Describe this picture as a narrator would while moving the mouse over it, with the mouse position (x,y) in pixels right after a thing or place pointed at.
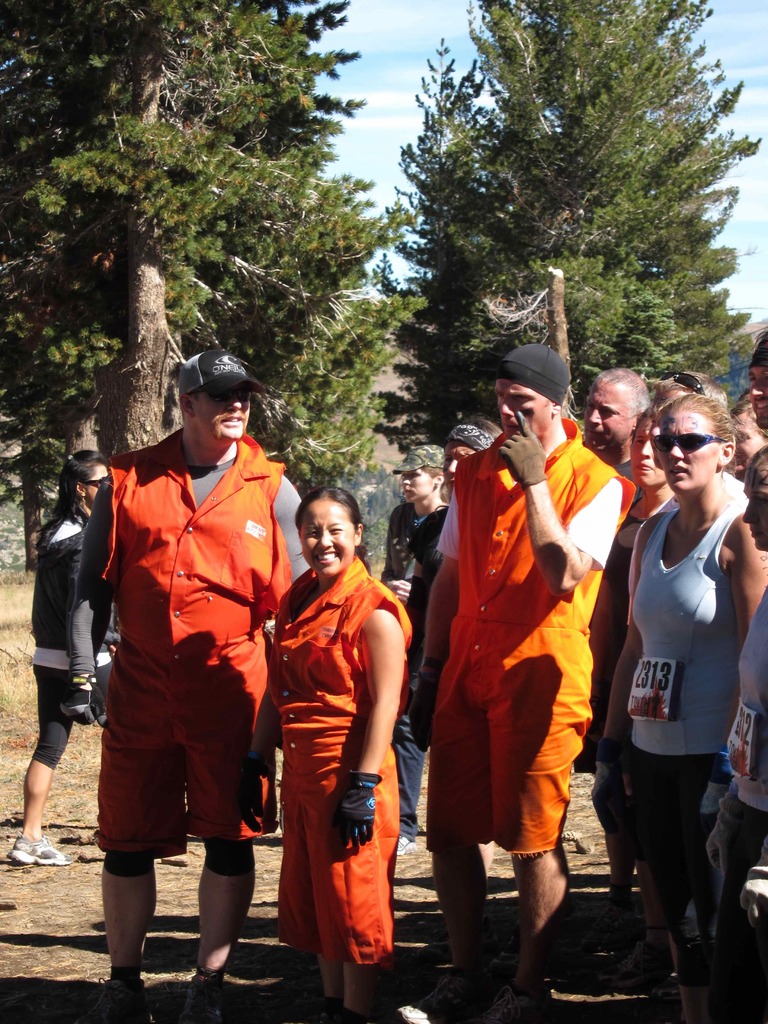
In this image, we can see a group of people (713,558) standing and wearing clothes (78,571). There are trees (290,307) in the middle of the image (372,354). There is a sky (409,60) at the top of the image (394,41).
